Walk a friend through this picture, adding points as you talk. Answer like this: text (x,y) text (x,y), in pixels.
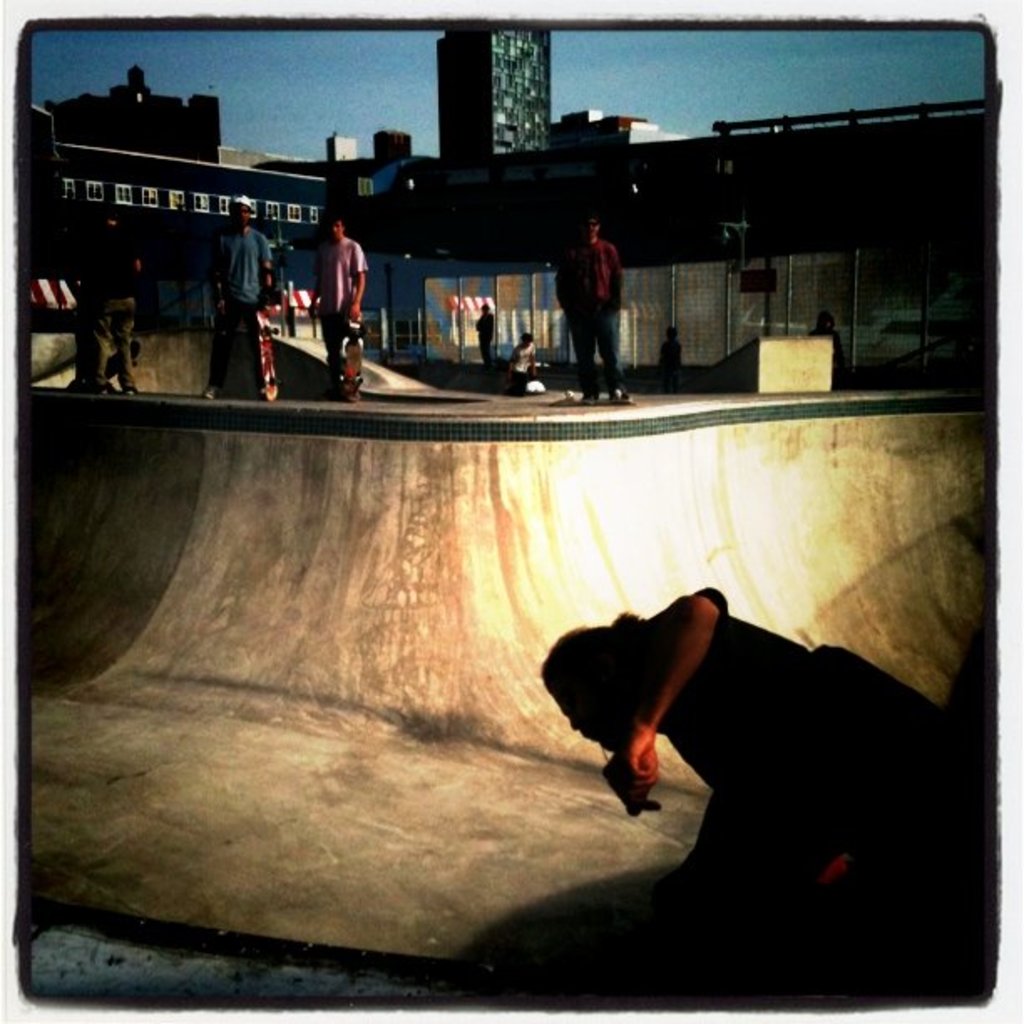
In this picture I can see few buildings (96,129) and few are holding skateboards (261,357) and I can see a man (591,388) standing on the skateboard (578,403) and another man (715,874) skating and I can see sky (437,125).
